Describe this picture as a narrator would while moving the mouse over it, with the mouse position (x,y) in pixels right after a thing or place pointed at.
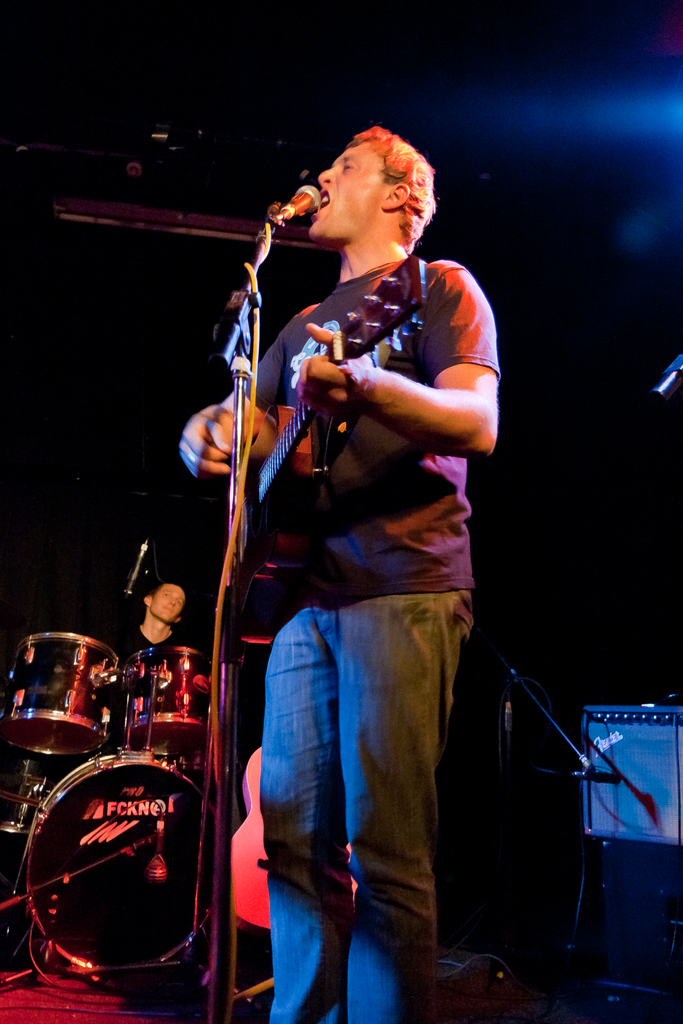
In this image we can see a man (306,596) is standing and playing guitar (306,470), he is wearing t-shirt (402,514) and jeans (365,748). In front of him mic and stand (230,865) is there. Background of the image (95,773) one more person (156,601) is playing drums (103,782) and we can see one more mic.
